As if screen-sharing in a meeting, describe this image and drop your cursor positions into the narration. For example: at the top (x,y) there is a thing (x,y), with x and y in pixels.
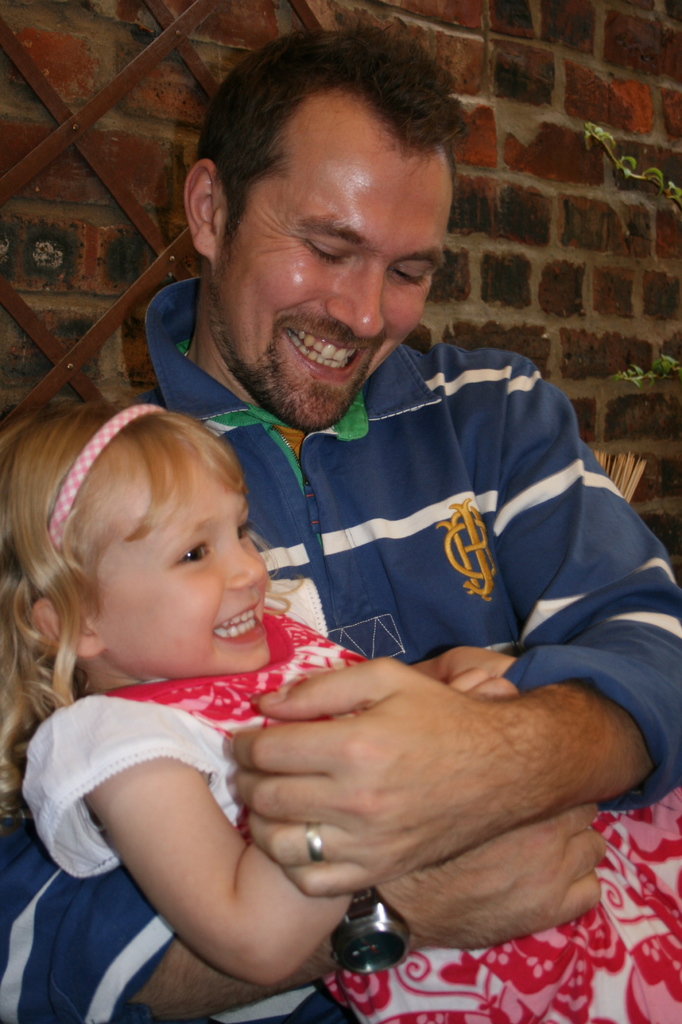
In this image there is a girl (168,679) laying on a person (288,996), and at the background (470,235) there is wall (525,274).
